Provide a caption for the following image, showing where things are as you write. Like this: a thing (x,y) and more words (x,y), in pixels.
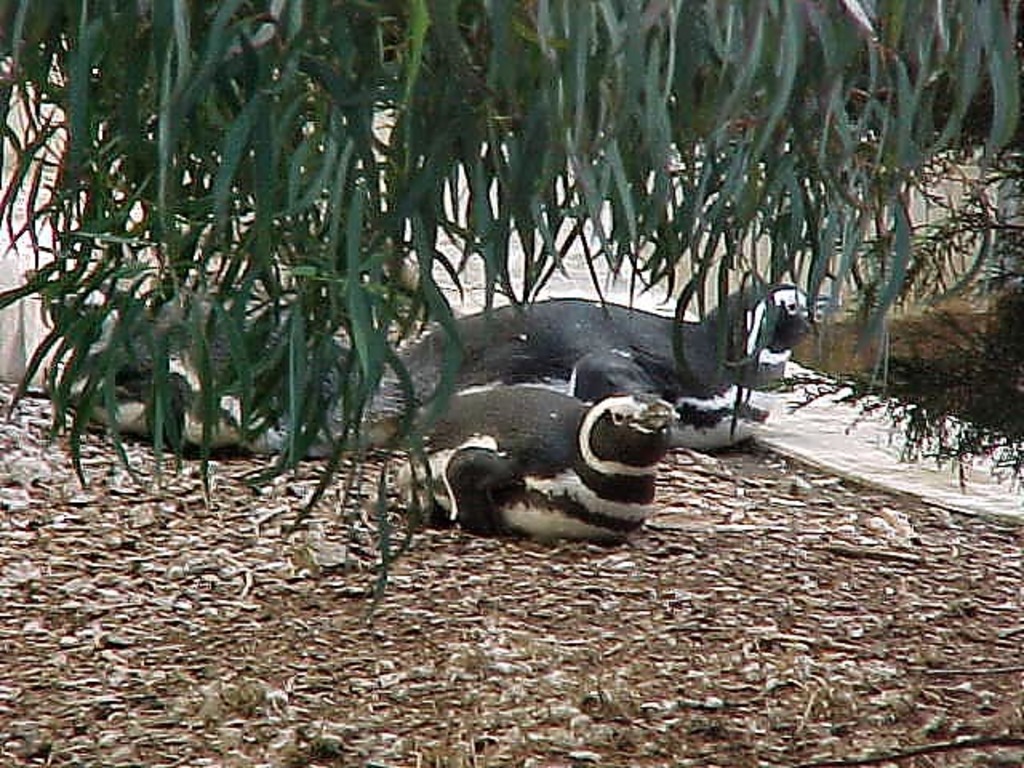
In this picture we can see penguins (492,406), there is a tree (581,46) in the front (636,41), at the bottom (849,648) there are some leaves (632,617).
